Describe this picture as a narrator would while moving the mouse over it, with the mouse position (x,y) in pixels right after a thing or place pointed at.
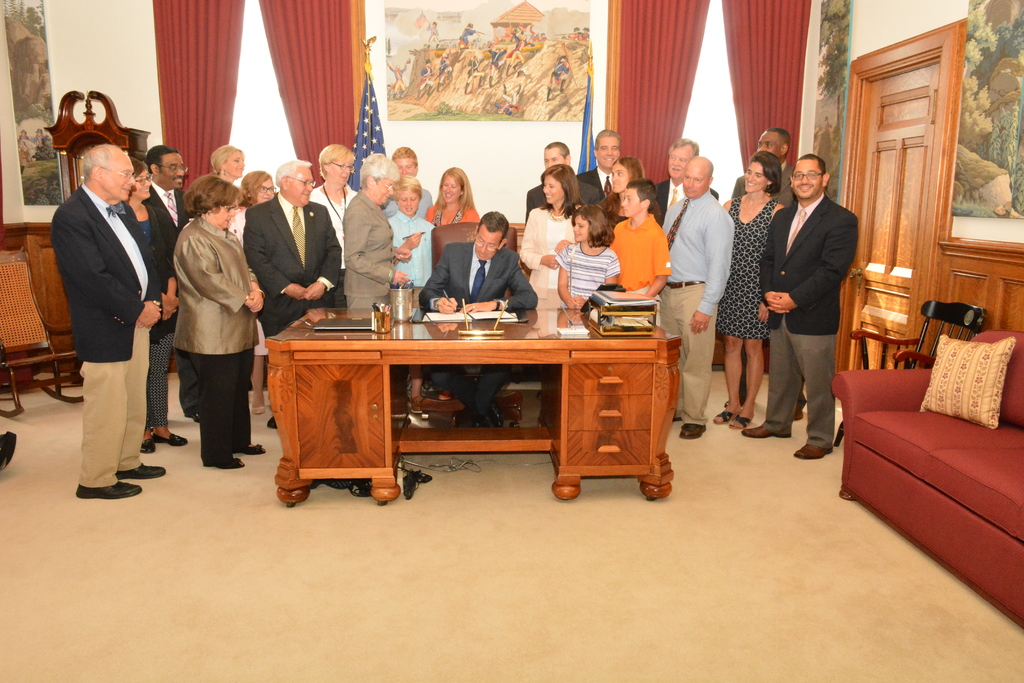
In this image there are few persons (231,312) standing. A person (486,392) sitting on chair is wearing suit (516,281) and tie (484,263) is holding a pen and writing on a paper (500,321) which is on table (492,339). At the right side (845,415) there is door (914,291), canvas (990,64), chair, sofa (906,421) having cushion (937,398) in it. At the left side (6,261) there is a chair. On top of the image (322,56) there is a curtain (337,106), flags (582,157) and a canvas (482,98) hanged to the wall (147,90).
